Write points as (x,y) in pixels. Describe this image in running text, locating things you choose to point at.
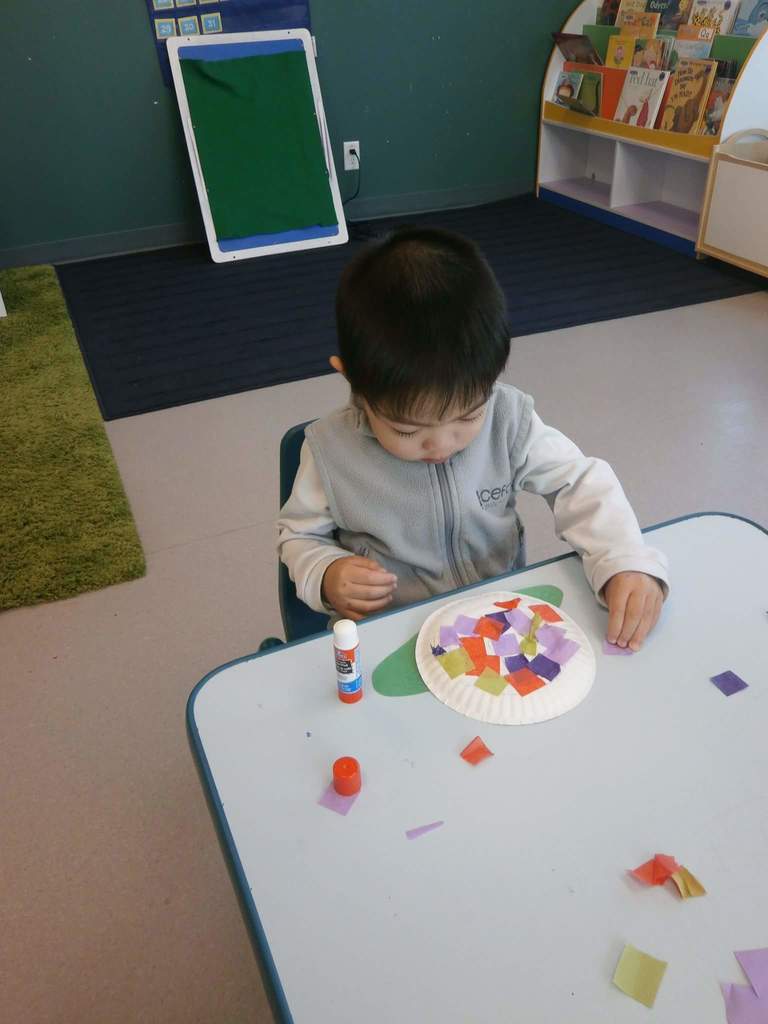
In this picture we can see a kid (384,270) sitting in a chair (326,625) near a table (365,760) & playing.
